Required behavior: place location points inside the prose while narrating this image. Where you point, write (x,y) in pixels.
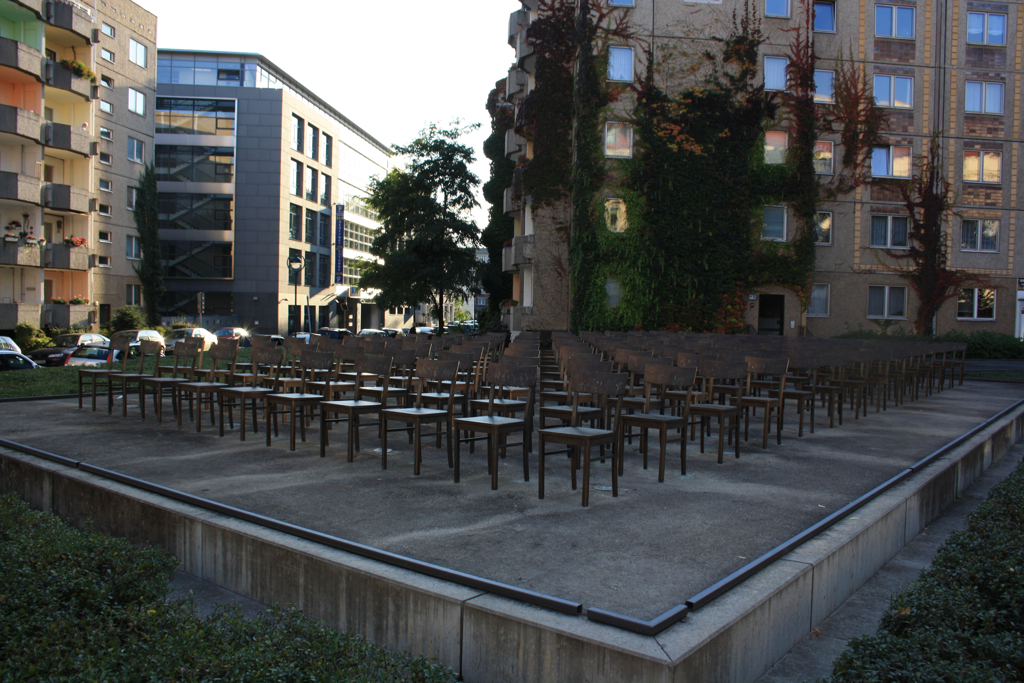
In this image we can see a group of chairs (590,436) placed in an order on the surface (727,505). We can also see some plants (225,620). On the backside (518,189) we can see some buildings (298,230) with windows (322,258), a group of vehicles (232,334) parked aside, some plants (689,240), trees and the sky (501,0) which looks cloudy.
